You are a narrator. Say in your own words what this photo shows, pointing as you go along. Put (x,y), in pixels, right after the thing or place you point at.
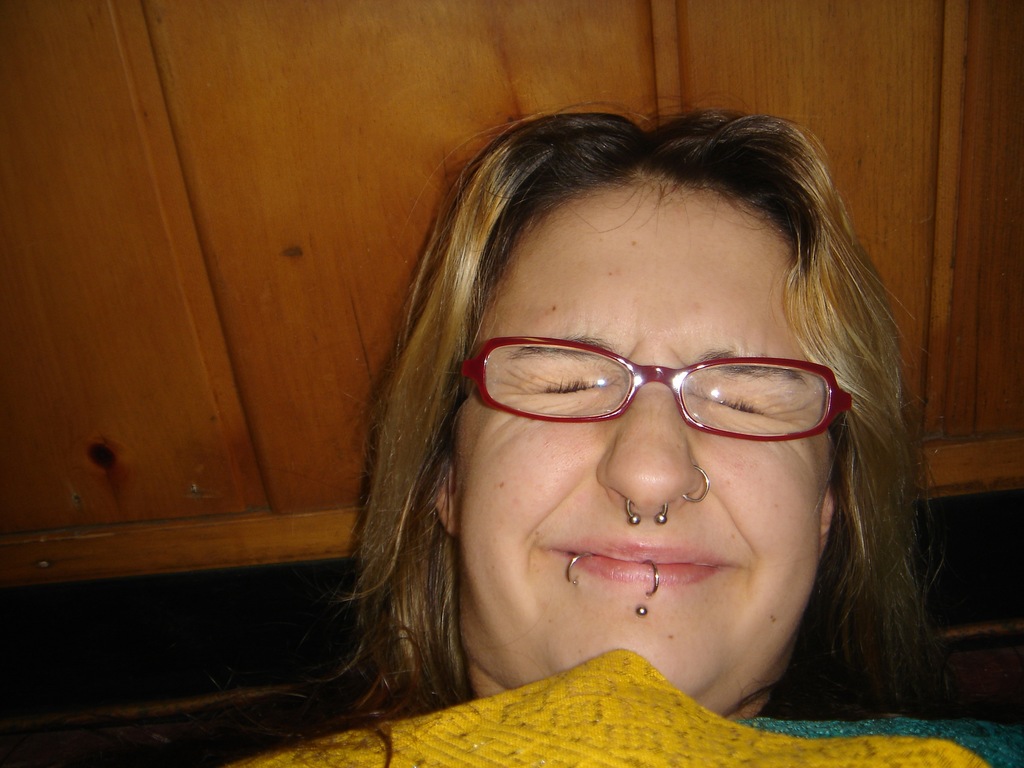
In this picture I can see a woman (863,425) with spectacles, and in the background (222,215) there is a wooden object (167,336).
